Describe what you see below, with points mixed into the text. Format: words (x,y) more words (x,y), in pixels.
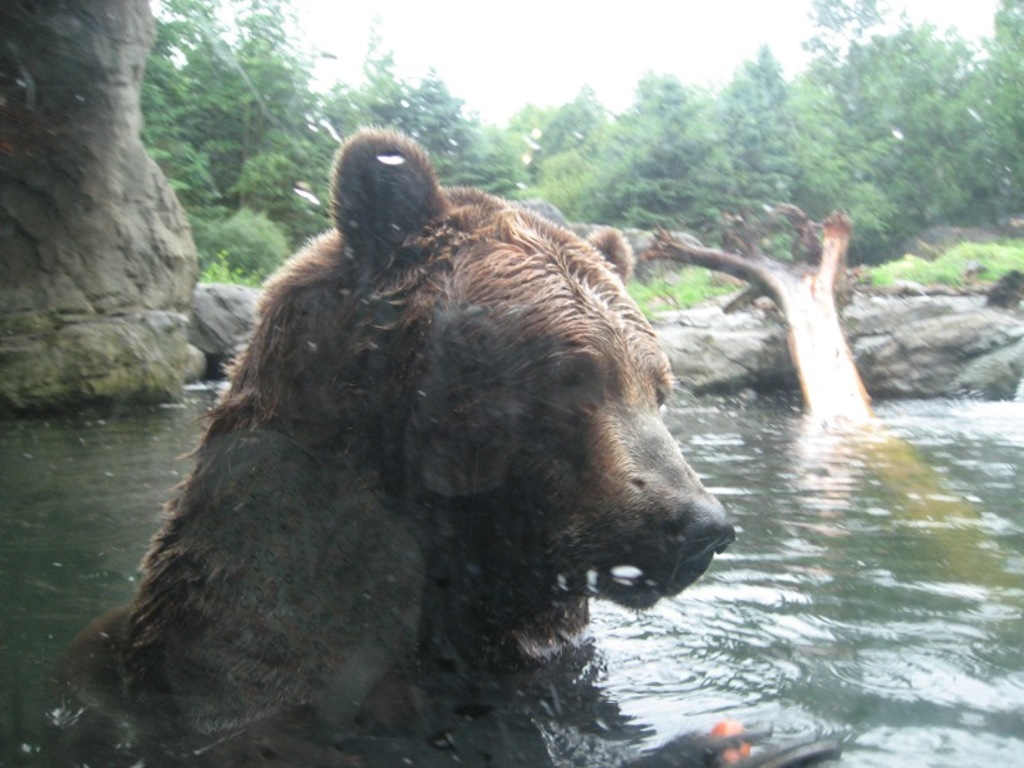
In the image we can see a bear (338,575) in the water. Here we can see the wooden log (810,313), stones (237,305), trees (822,208), grass (961,245) and the sky (500,53).
